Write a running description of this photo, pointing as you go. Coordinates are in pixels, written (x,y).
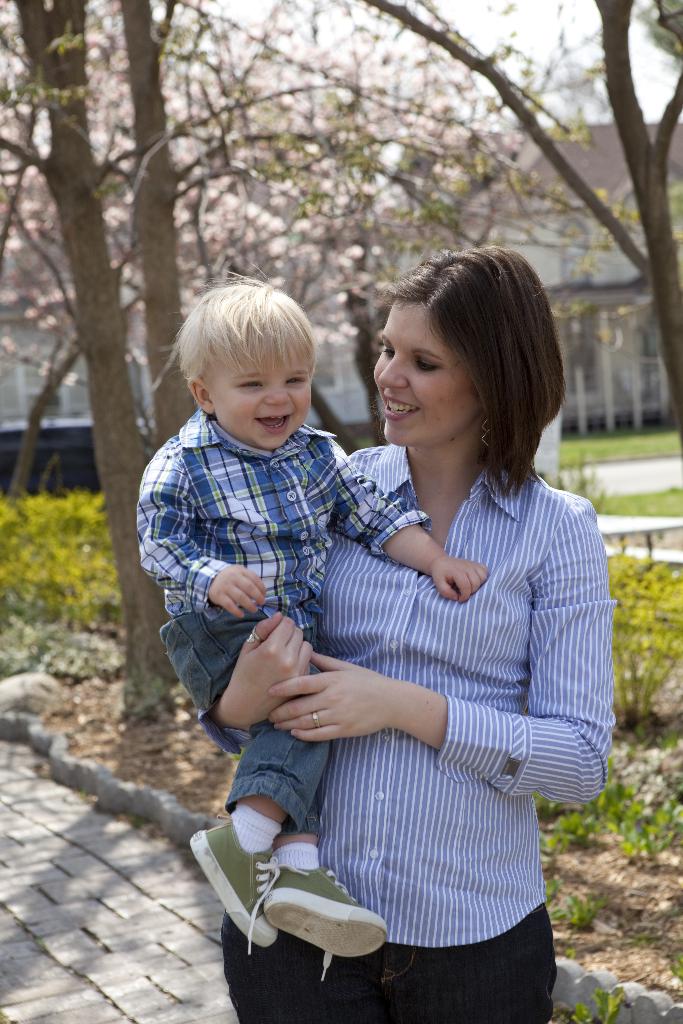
In this image, we can see a woman (473,717) is carrying a baby (269,553). They both are smiling. Background (619,398) we can see trees (674,297), plants (597,498), walkway (5,771), houses (657,403) and sky (524,43).
